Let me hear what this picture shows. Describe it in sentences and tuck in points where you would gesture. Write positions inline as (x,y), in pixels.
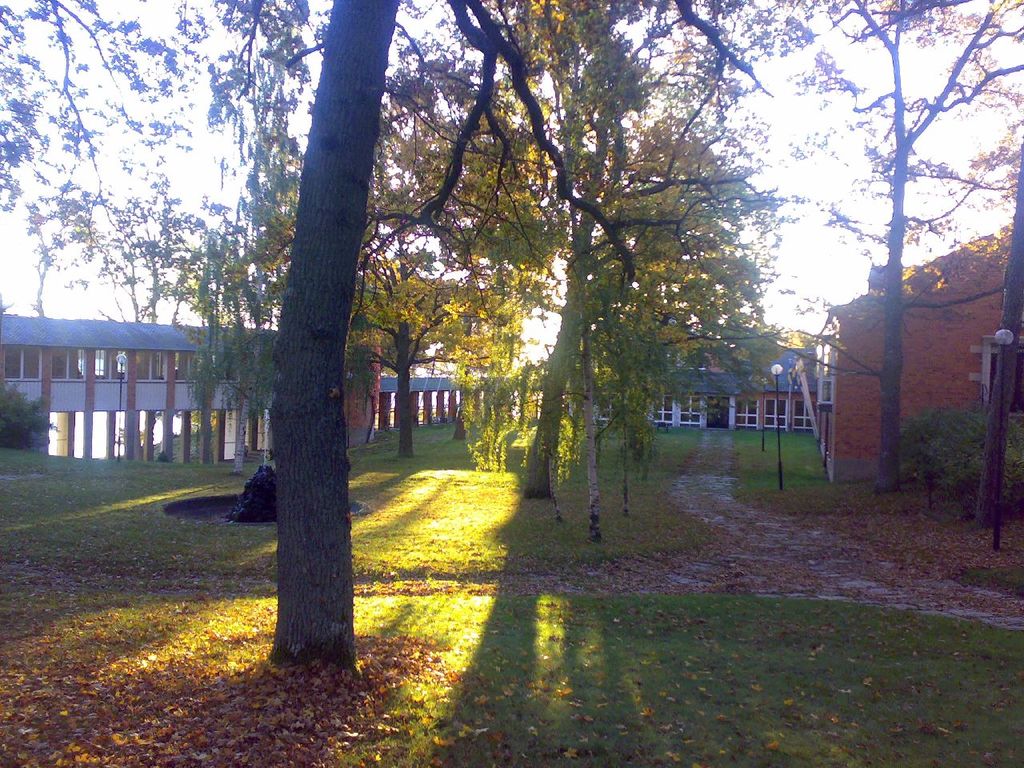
In this image we can see few trees (474,337), light poles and in the background (761,400) there are buildings (875,391) and sky (835,101).
